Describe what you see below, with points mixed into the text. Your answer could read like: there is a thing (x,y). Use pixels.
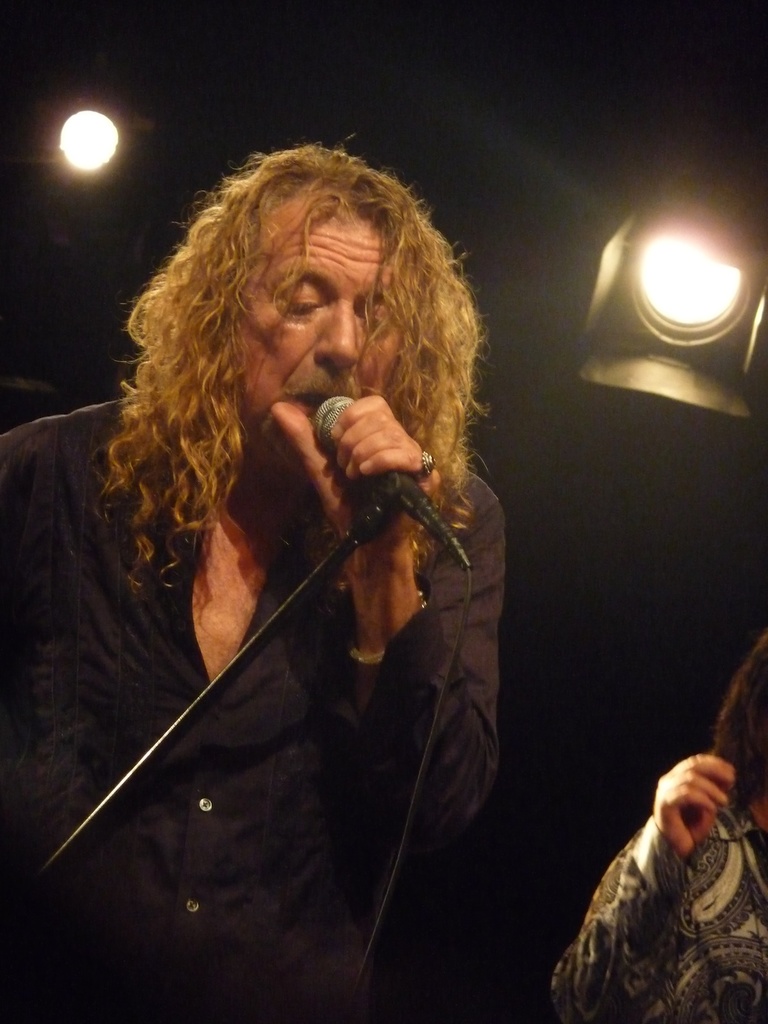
In this image we can see a man (333,331) is holding a mic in his hand (387,413) which is on a stand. In the background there are lights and the image is dark. On the right side (699,840) we can see a person (694,840).
